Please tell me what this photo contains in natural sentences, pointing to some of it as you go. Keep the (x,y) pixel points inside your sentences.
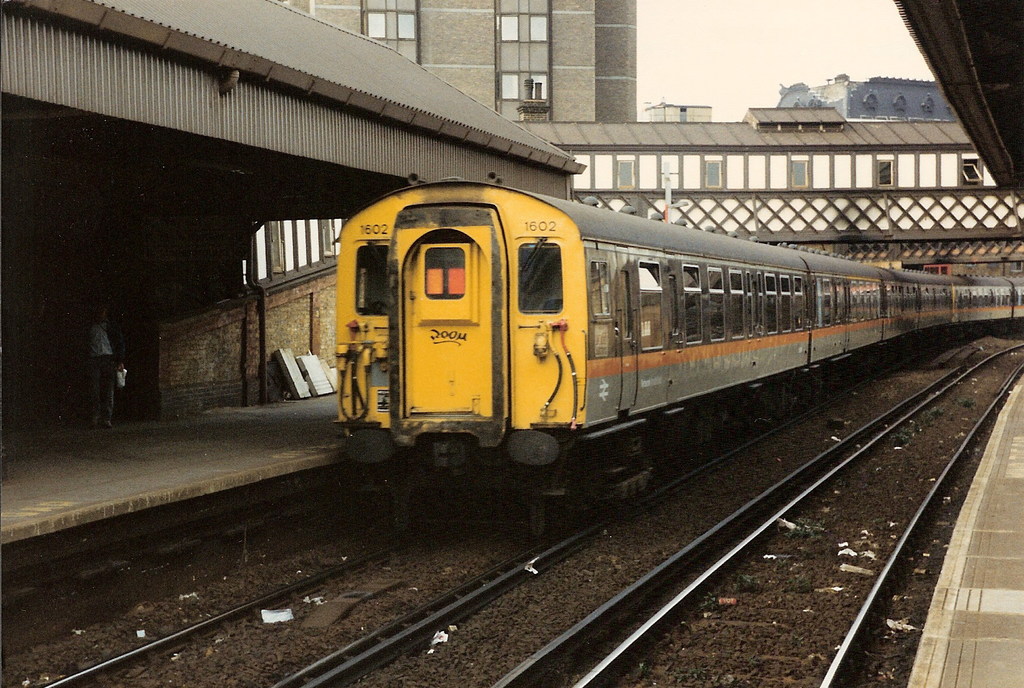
We can see train (628,248) on track (453,596) and we can see tracks (389,557) and platform (109,436), there is a person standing and we can see shed (365,113). In the background (582,148) we can see buildings (741,176) and sky (686,78).
